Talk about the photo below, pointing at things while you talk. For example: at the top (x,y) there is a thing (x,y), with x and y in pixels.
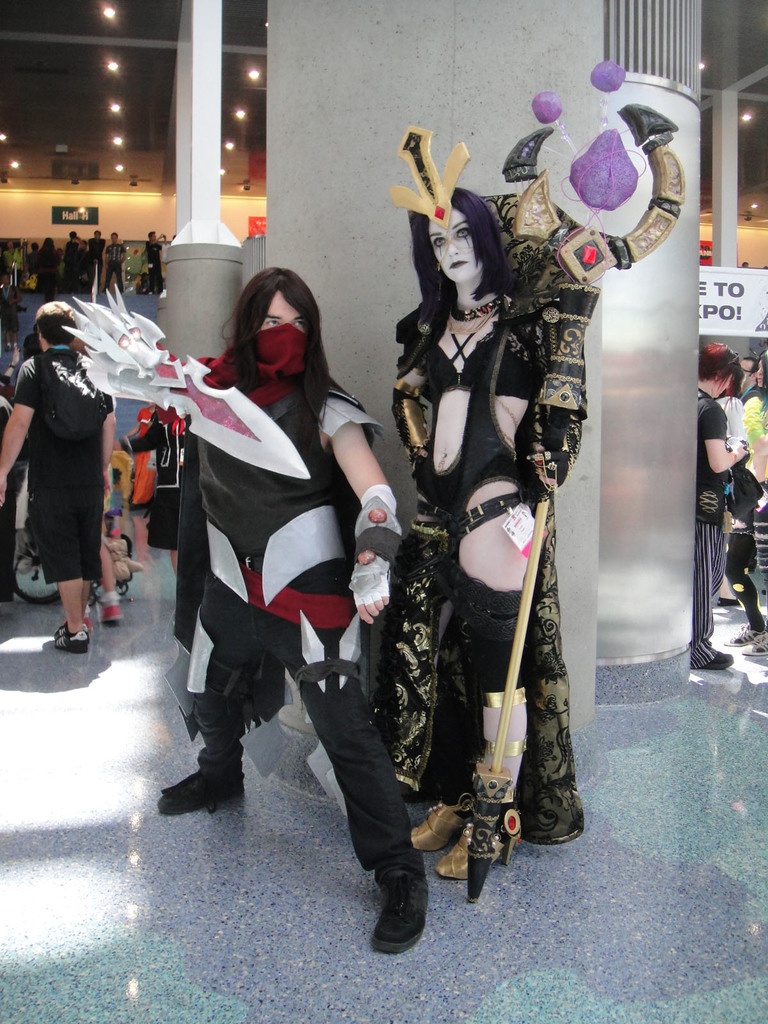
In the center of the image (321,348) we can see persons (331,471) standing on the floor (472,950). In the background (749,604) we can see pillars (364,119), persons (183,417), and lights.
